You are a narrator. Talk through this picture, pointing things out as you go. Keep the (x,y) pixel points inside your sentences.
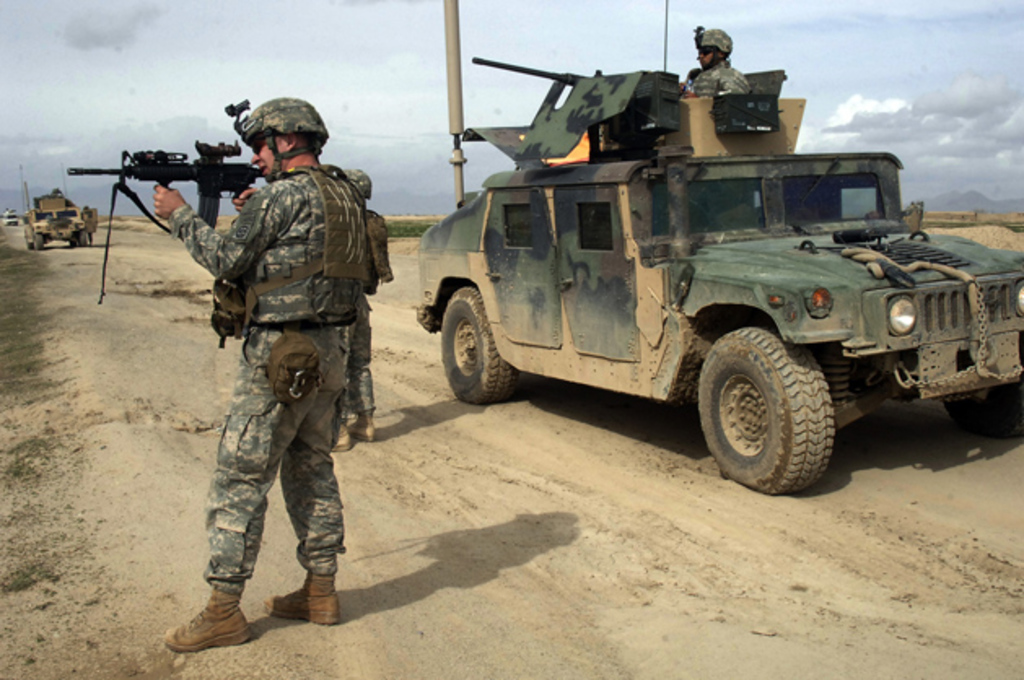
In this image I can see a person (310,287) wearing uniform (310,287) and helmet (271,148) is standing and holding a black colored gun (188,182). I can see a vehicle (651,289) and a person (698,78) in the vehicle (656,76). In the background (68,203) I can see few vehicles (56,203) and the sky (190,95) in the background (395,88).
